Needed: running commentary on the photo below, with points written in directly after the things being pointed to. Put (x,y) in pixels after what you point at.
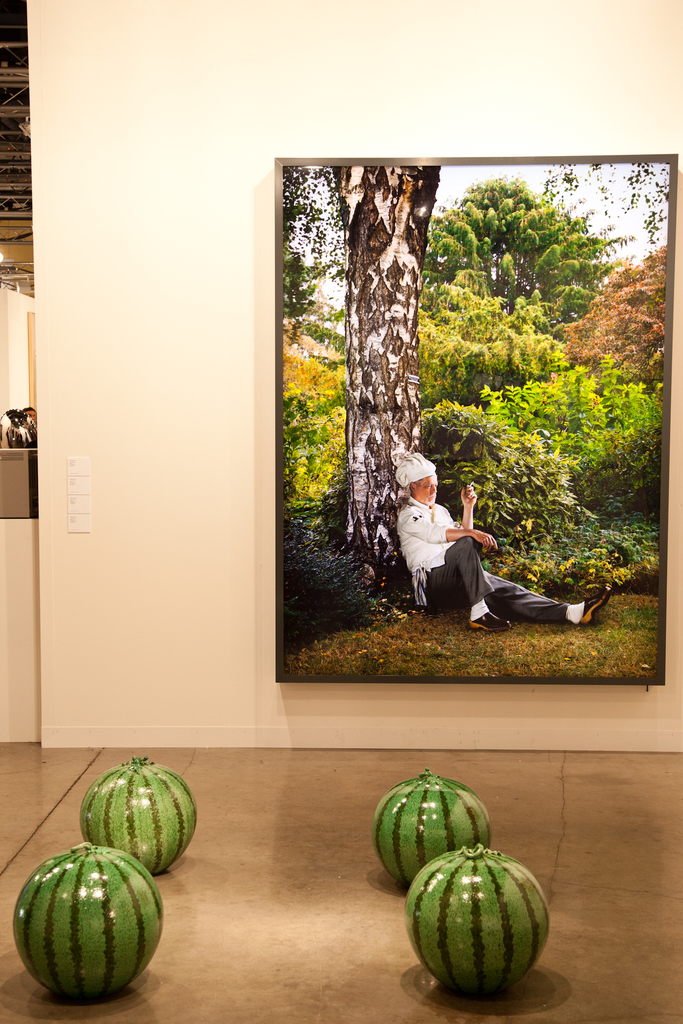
This Image is clicked inside the room (375,789) where a frame (428,458) is hanged on the wall (187,323). On the floor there are four objects (405,856).
